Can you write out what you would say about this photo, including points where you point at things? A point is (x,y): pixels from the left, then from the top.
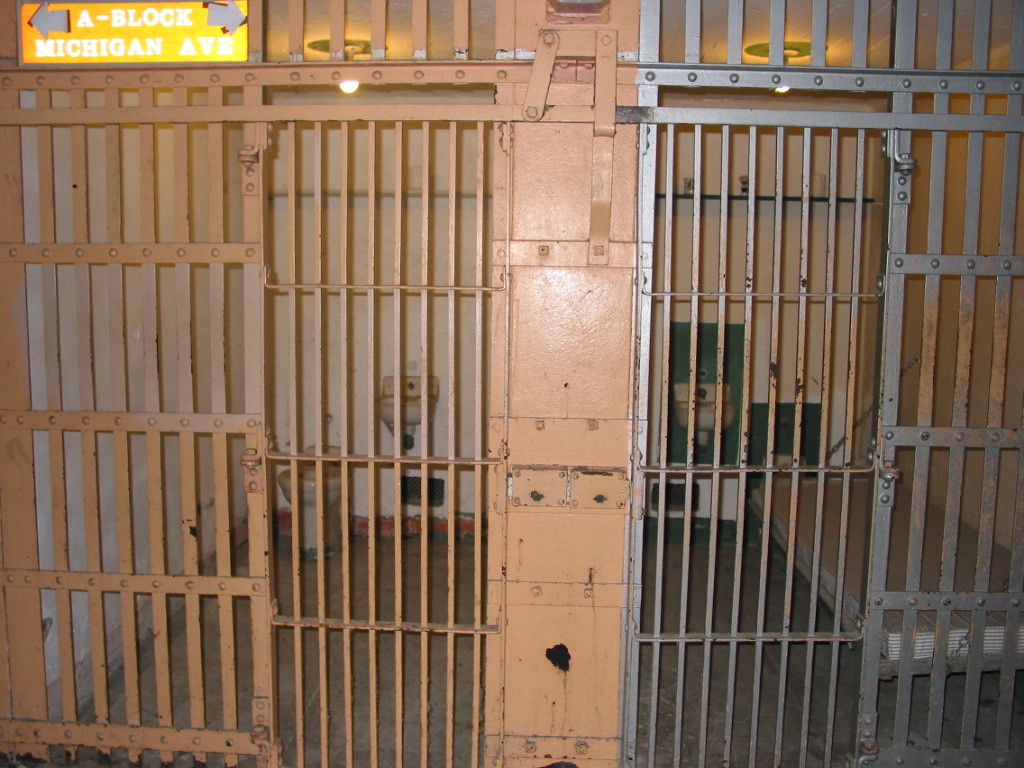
In this image, I can see the iron grilles (213,125). At the top left side of the image (228,42), there is a board (209,39). Behind the iron grilles (327,70), I can see a toilet seat (306,496), wash basins (682,424), bed (805,521) and there are lights (358,53) attached to the ceiling (712,43).
